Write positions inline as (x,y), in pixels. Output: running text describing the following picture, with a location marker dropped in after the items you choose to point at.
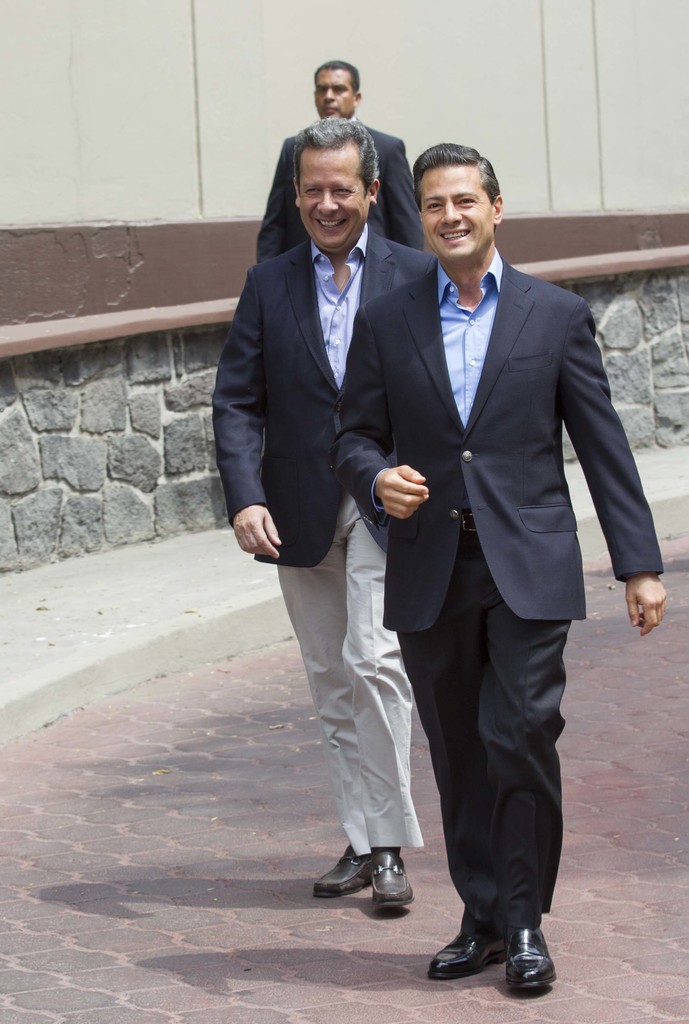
In the picture there are three men (418,284) walking on the road (582,835), behind them there is a wall (98,333).
